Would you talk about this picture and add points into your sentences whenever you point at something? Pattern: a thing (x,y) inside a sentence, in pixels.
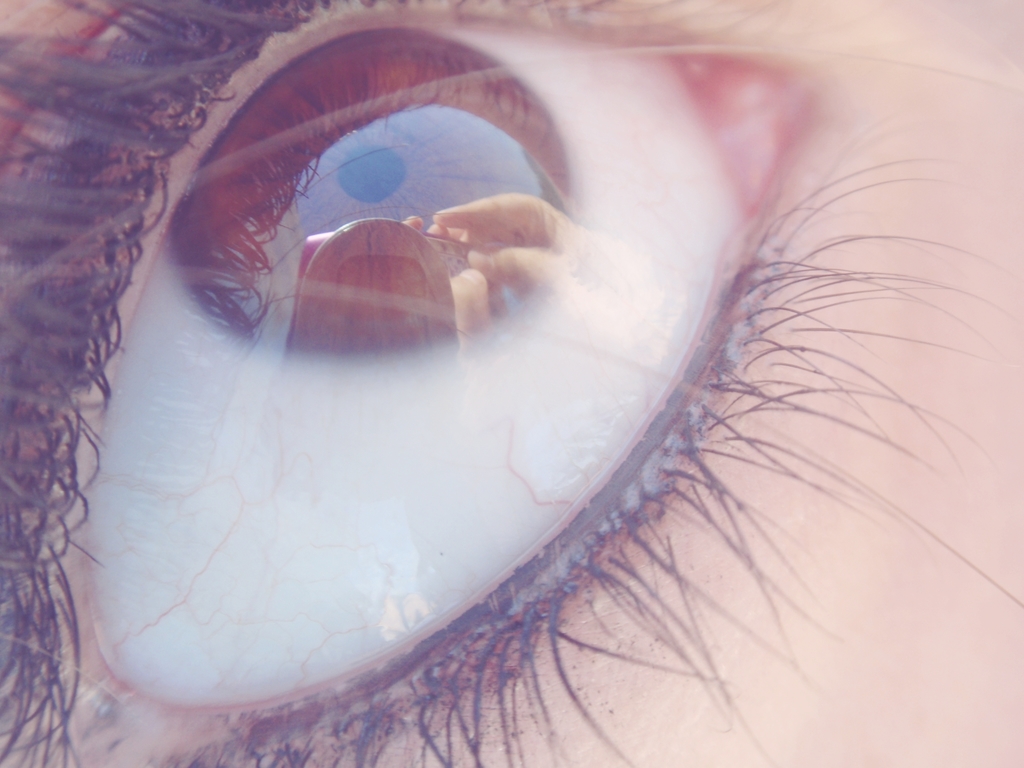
In this image there is a person's eye (380,219) and there are some reflections (388,293) in the eye (388,360).
